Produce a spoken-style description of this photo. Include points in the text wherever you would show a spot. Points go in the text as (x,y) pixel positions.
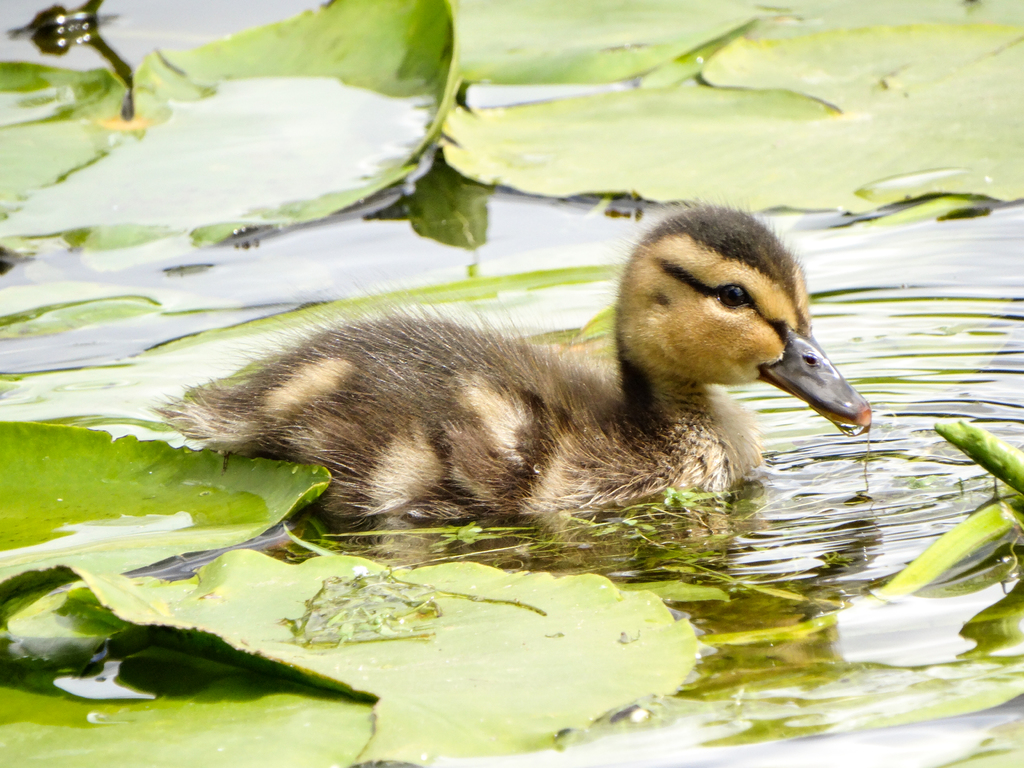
In this picture we can see a bird (641,430), leaves (11,473), and water (894,332).
